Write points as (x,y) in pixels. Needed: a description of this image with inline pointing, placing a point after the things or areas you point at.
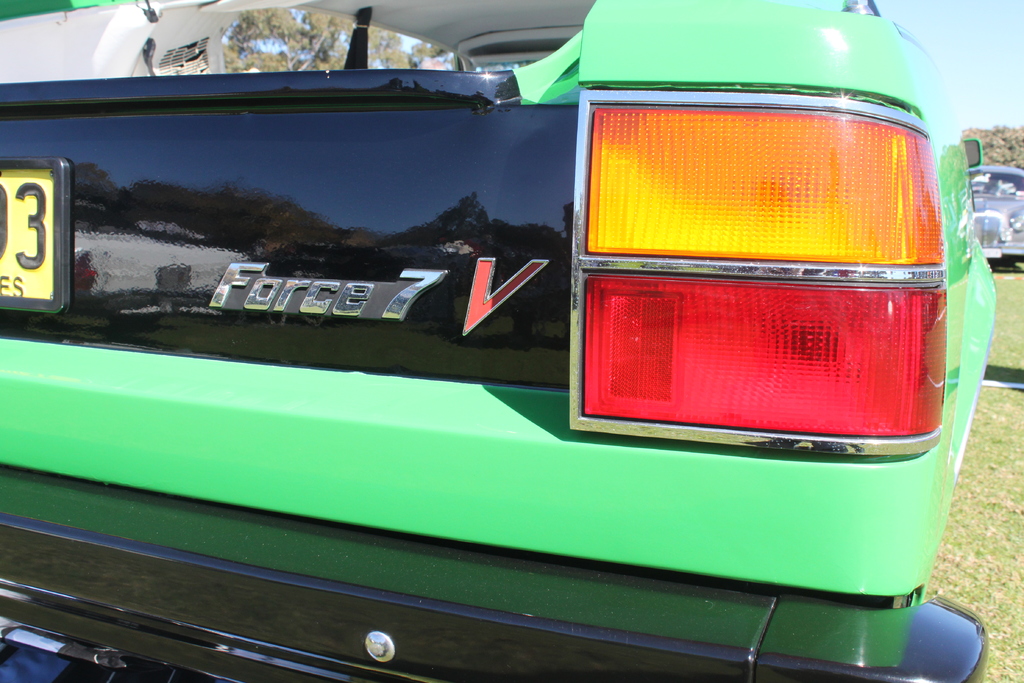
In this image we can see the vehicles (802,269) on the ground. Through the vehicle (367,261) we can see the trees (259,31) and the sky (407,40) in the background (947,36).
